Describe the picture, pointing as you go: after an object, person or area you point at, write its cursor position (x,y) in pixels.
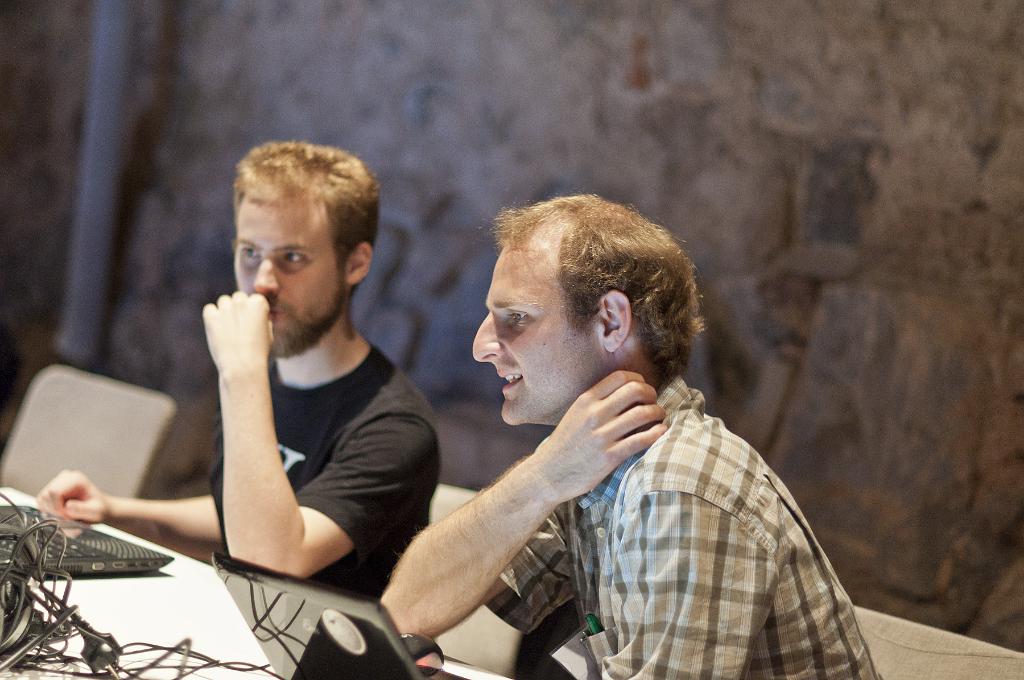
In this image we can see two persons (236,330), chairs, laptops (17,516), wires (19,532) and other objects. In the background of the image (998,271) is a wall (979,302).
